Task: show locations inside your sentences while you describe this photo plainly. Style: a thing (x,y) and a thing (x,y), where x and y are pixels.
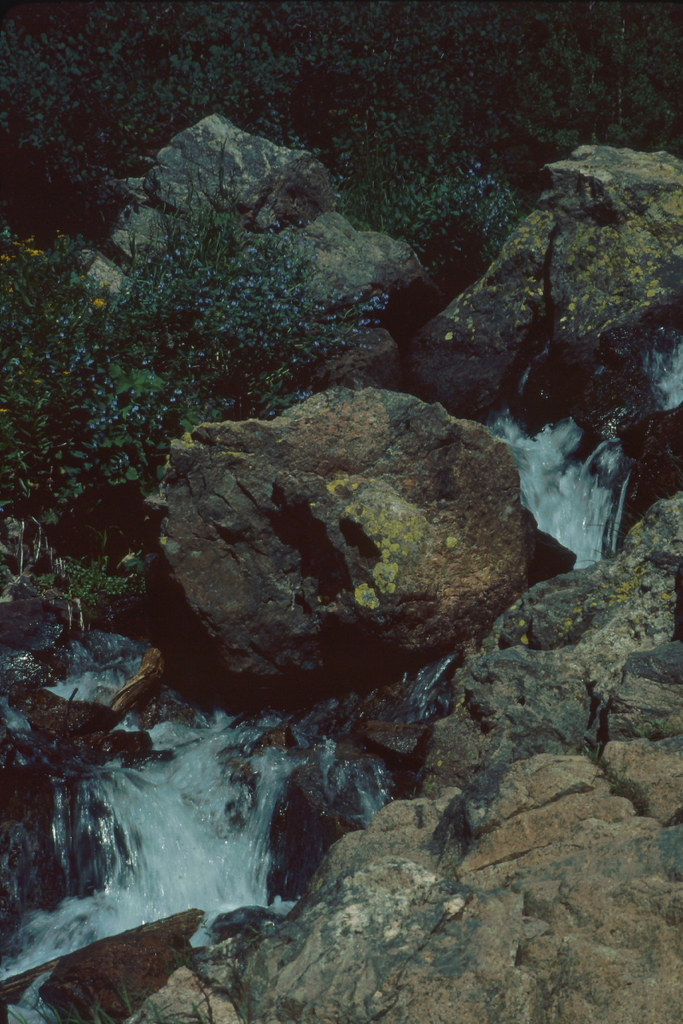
In the picture I can see the water (57,912), rocks (365,560) and plants (241,327).
